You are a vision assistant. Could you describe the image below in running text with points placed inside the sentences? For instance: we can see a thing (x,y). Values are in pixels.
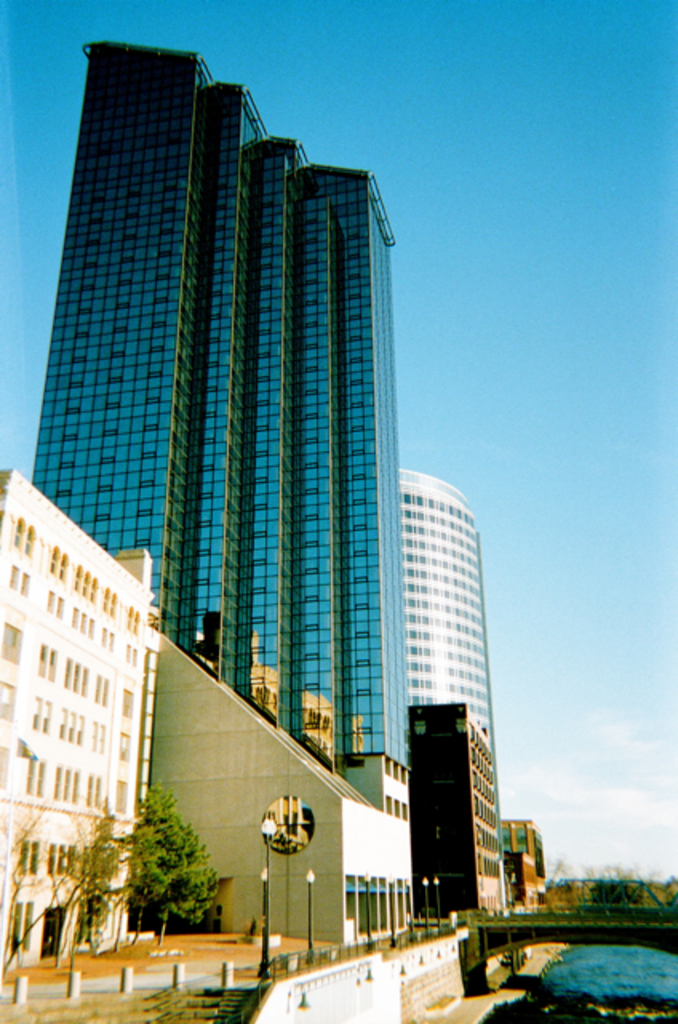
In this image there are some building (263,558) in middle of this image (254,670). There is a bridge (577,922) on the bottom right corner of this image (582,911). There are some trees (157,902) on the bottom left corner of this image (88,873) and there is a sky (449,188) on the top of this image (562,225). There are some poles (437,880) on the bottom of this image (367,910).
